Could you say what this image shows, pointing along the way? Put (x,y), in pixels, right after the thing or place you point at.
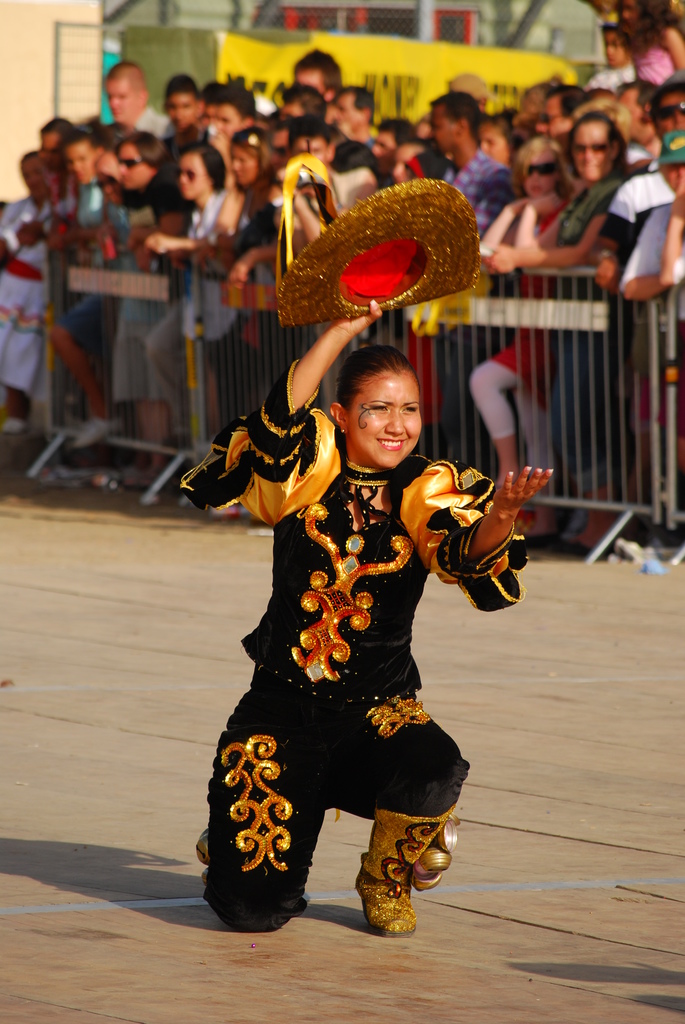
This is an outside view. Here I can see a woman (340,540) sitting on the knees (289,917), holding a cap (375,292) in the hand (374,303) and smiling by looking at the right side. In the background (220,329) there is railing (163,345), behind a crowd of people (234,197) standing. In the background (31,82) there is a building (143,20).
